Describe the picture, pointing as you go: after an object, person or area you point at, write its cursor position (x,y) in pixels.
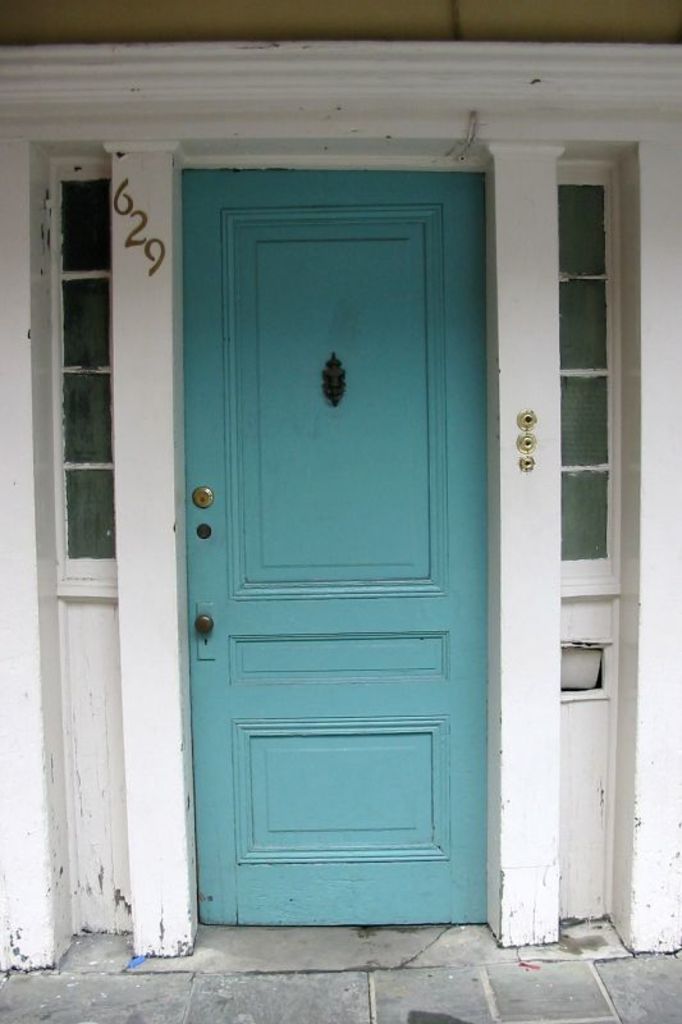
In the center of the image (339,519), we can see a door (195,545) and in the background (442,62), there is wall (595,95).
